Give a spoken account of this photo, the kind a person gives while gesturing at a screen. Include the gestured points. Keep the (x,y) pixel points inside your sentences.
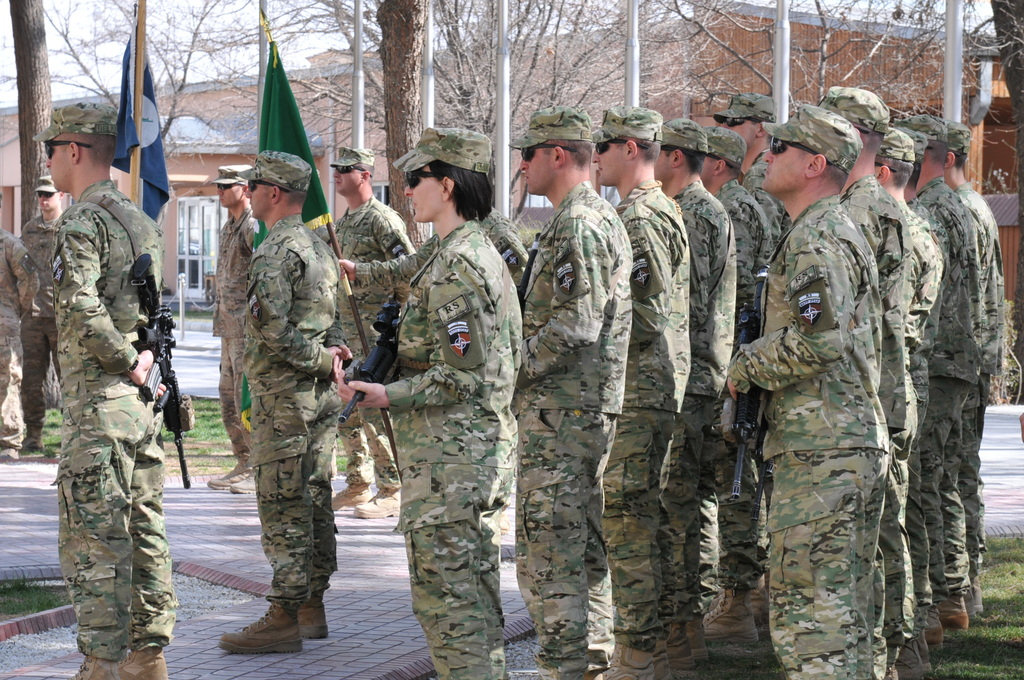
Here in this picture we can see number of people (500,258) standing on the ground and all of them are wearing military dress (381,250) on them and also wearing goggles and cap (104,122) on them and most of them are holding guns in their hands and we can see some part of ground (1005,611) is covered with grass (994,586) over there and on the left side (273,145) we can see flag posts (287,146) present and we can also see trees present over there and we can also see quarters (166,105) present over there.
